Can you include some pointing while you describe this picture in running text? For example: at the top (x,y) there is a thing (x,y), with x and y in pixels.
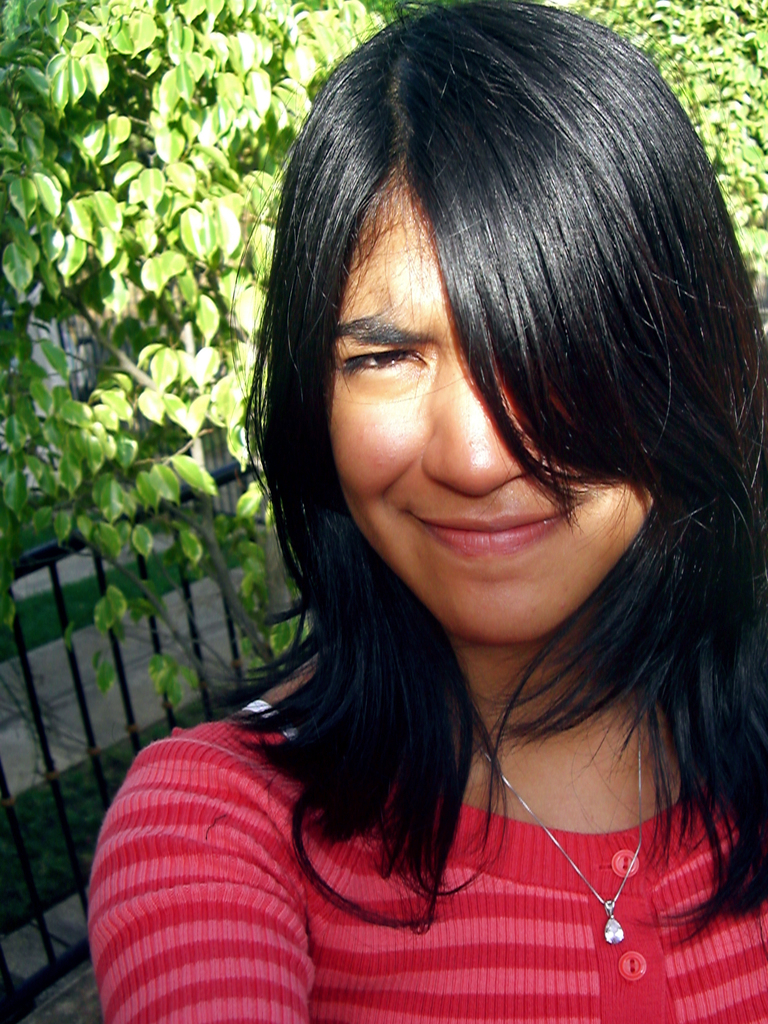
In this image I can see a woman (437,602) is smiling, she wore red color sweater (340,927). On the left side (200,705) it looks like an iron frame (208,695), at the top (134,196) it is the tree (120,273).
